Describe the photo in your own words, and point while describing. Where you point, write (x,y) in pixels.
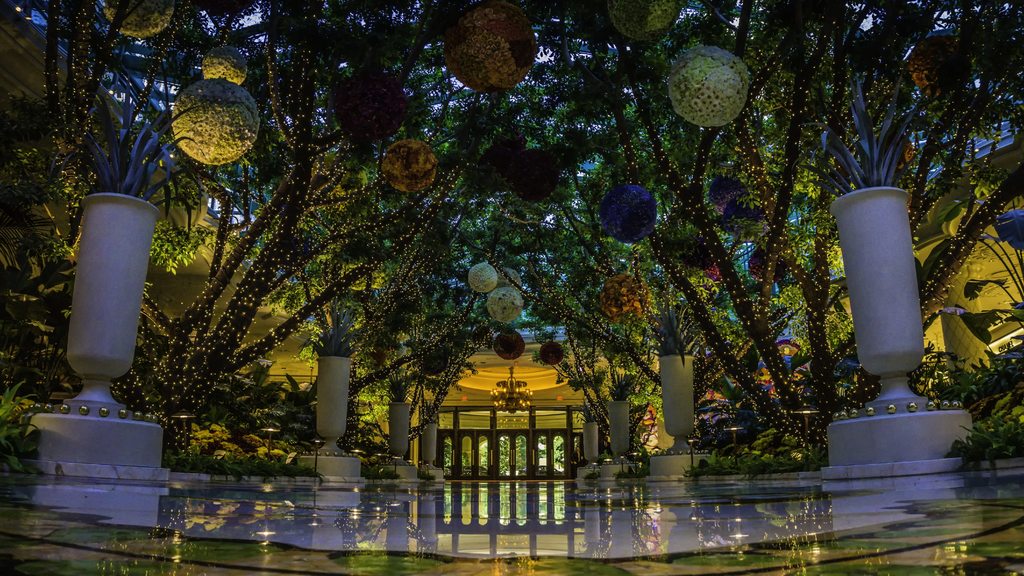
In this image I can see few flower pots (134,301) which are white in color, few decorative balls (727,87), few trees (438,87), few lights (738,278) to the trees (736,288) and the shiny surface (515,520). In the background (550,449) I can see the building (539,374), a chandelier (499,398) to the ceiling (494,376) of the building (537,420) and few doors (509,448) through which I can see few trees (522,445).
